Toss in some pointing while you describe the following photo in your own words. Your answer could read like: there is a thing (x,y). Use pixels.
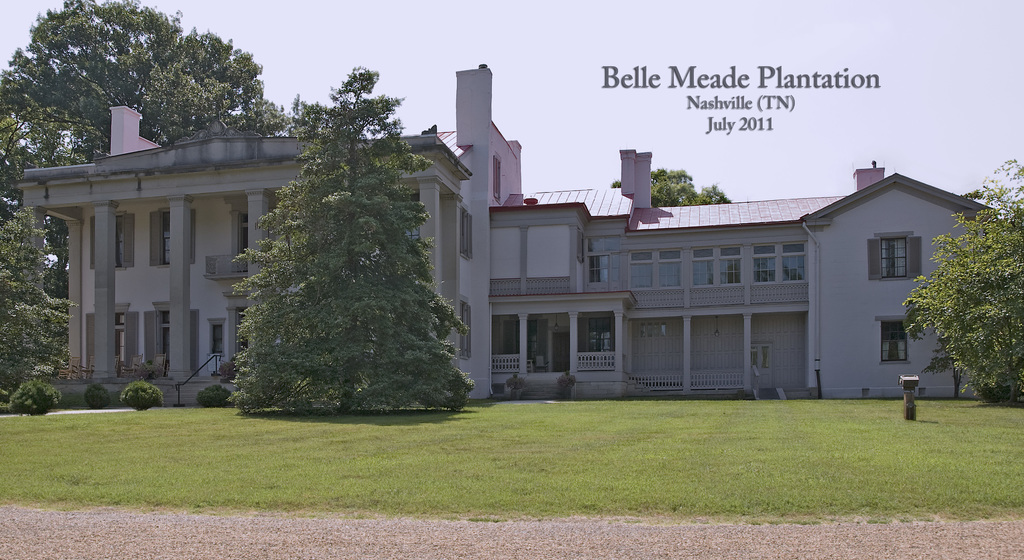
In this image in the center (508,255) there are buildings (562,303) and there are some trees (299,301), at the bottom (539,463) there is a walkway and grass (439,419). And at the top of the image (661,85) there is text (740,98).
